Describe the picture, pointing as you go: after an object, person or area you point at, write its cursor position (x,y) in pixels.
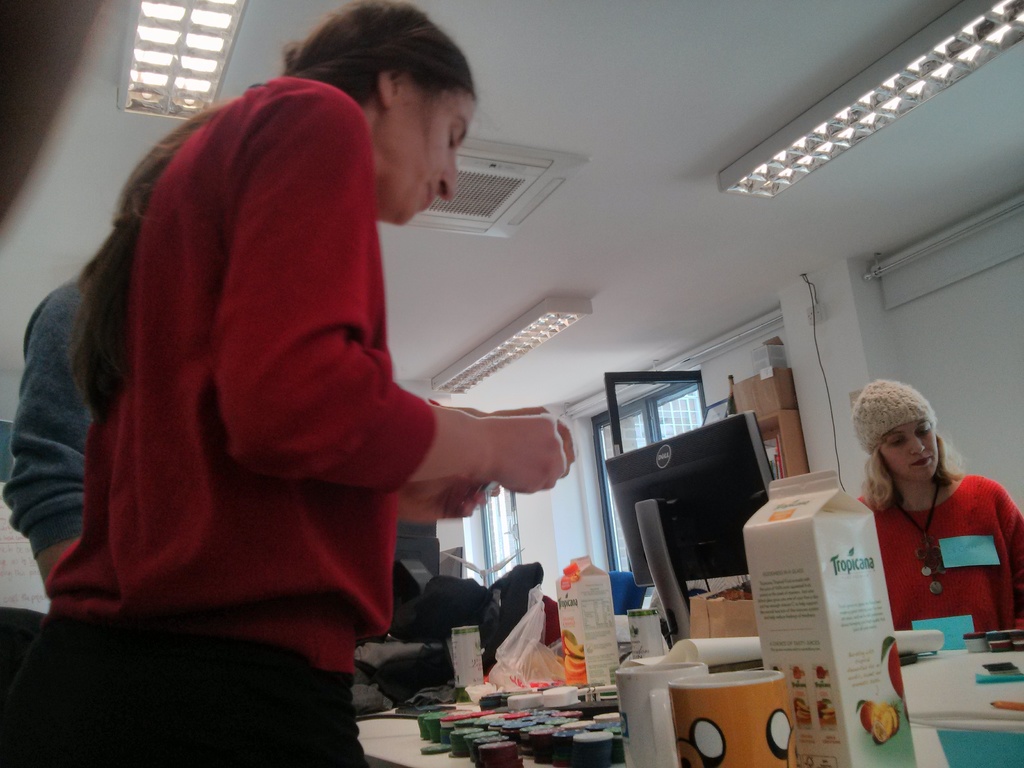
On the left (148,306) there is a woman (346,200) who is wearing red t-shirt (236,545) and she is standing near to the table (473,710). On the table (554,746) we can see tea cups (672,700), box (804,670), carton boxes (811,541), plastic covers (511,653), papers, books (949,668), clothes (492,630) and other objects (505,700). On the right (910,538) there is another woman (937,494) who is wearing cap (916,410) and red dress (1017,543). She is standing near to the wall (1007,444). On the top (1002,22) we can see tube lights (976,19). In the background (766,403) we can see carton boxes (785,386) near to the window (641,433). Here we can see monitor (669,549). On the left (41,361) there is a person (56,376) who is wearing blue t-shirt (56,422), standing beside her.
